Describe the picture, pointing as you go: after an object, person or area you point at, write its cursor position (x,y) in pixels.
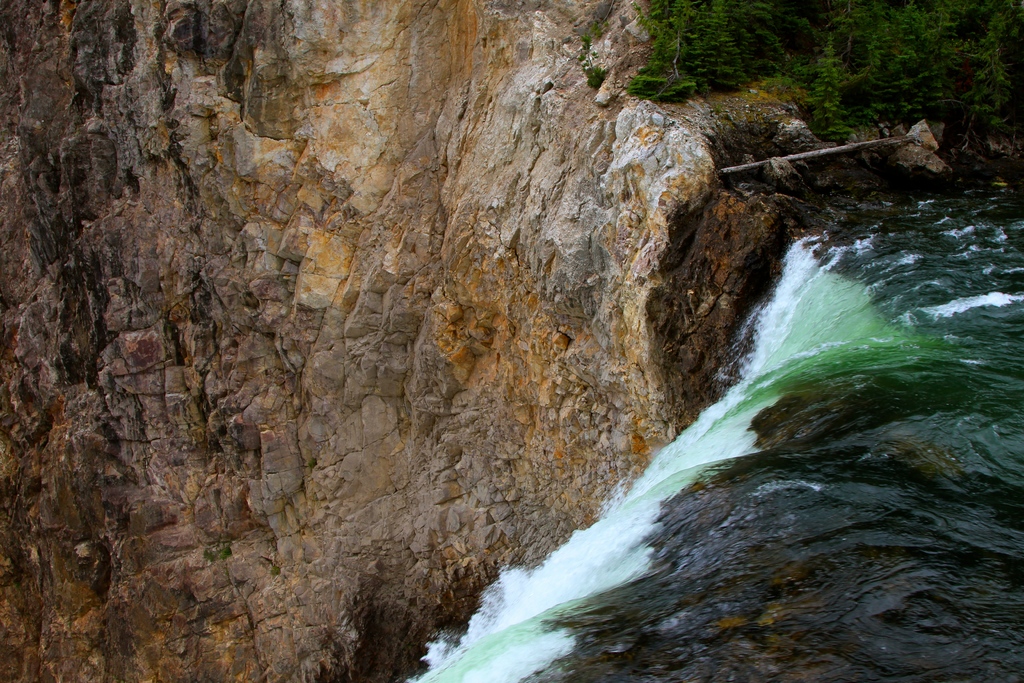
In this picture we can see a waterfall (708,666) on the right side (1018,478). There are plants (759,91) visible in the top right (887,49). It looks like a rock hill (140,165) on the left side (76,198).
